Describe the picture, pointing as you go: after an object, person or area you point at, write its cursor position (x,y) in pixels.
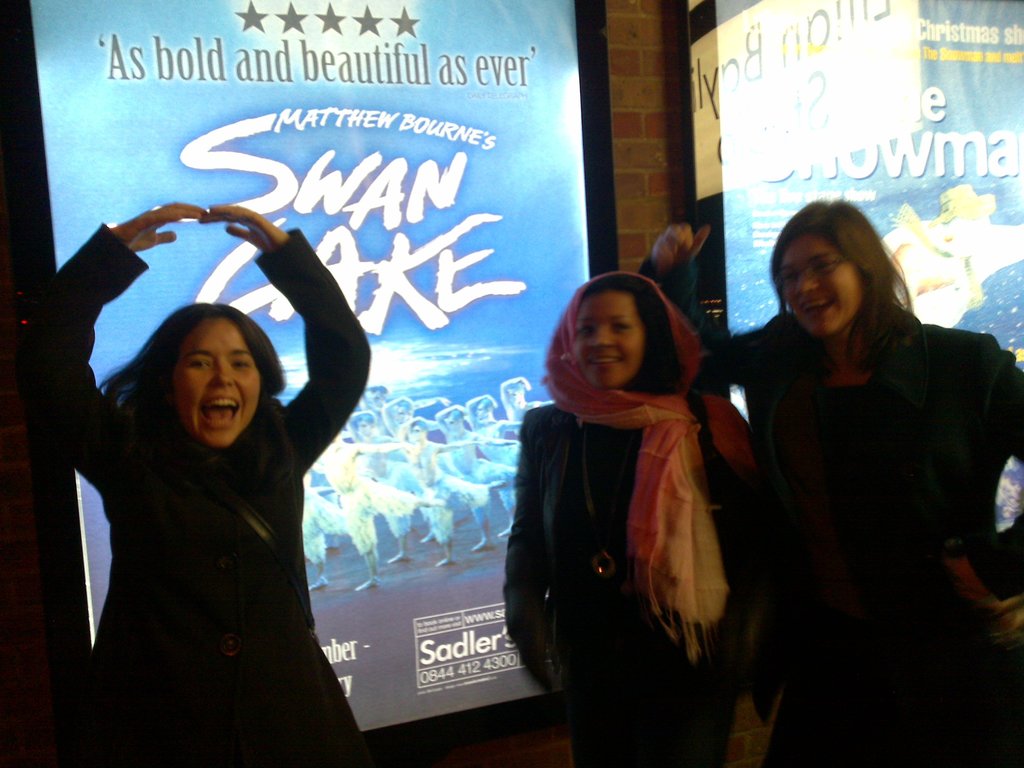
In this image, in the foreground (149,220) we can see some people (889,458) and in the background (149,202) we can see some screens (807,92).
